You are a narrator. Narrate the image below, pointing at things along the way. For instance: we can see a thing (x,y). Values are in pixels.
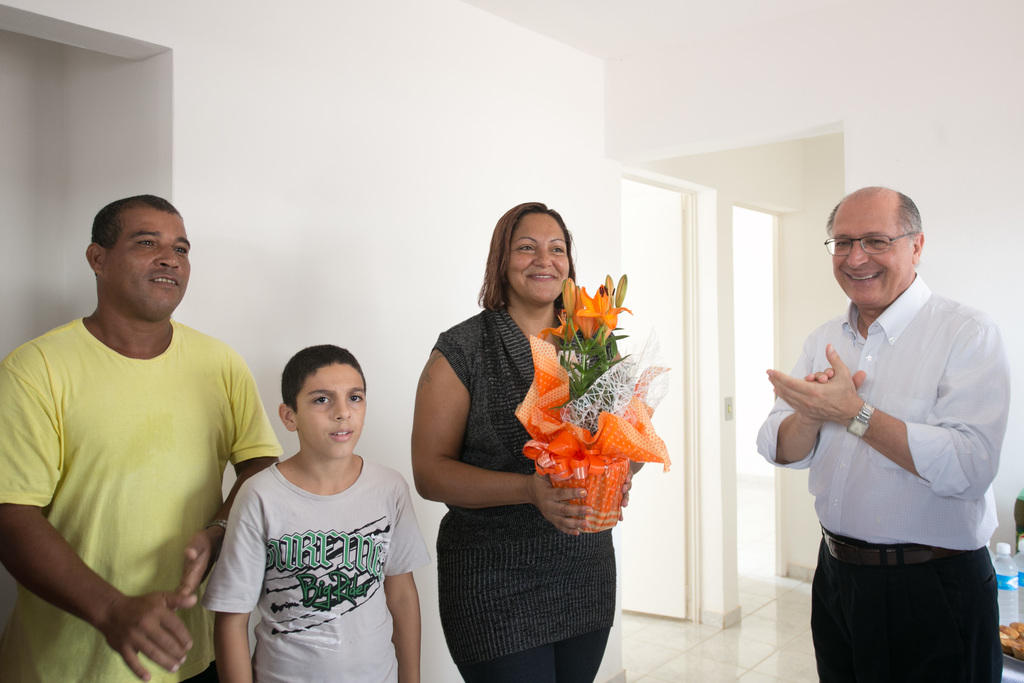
In this image we can see four persons (463,528) and there is a woman (528,646) holding a bouquet (619,465) with her hands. In the background (447,327) we can see walls (392,332), door (678,204), bottles (1001,582), and objects (1008,641).
